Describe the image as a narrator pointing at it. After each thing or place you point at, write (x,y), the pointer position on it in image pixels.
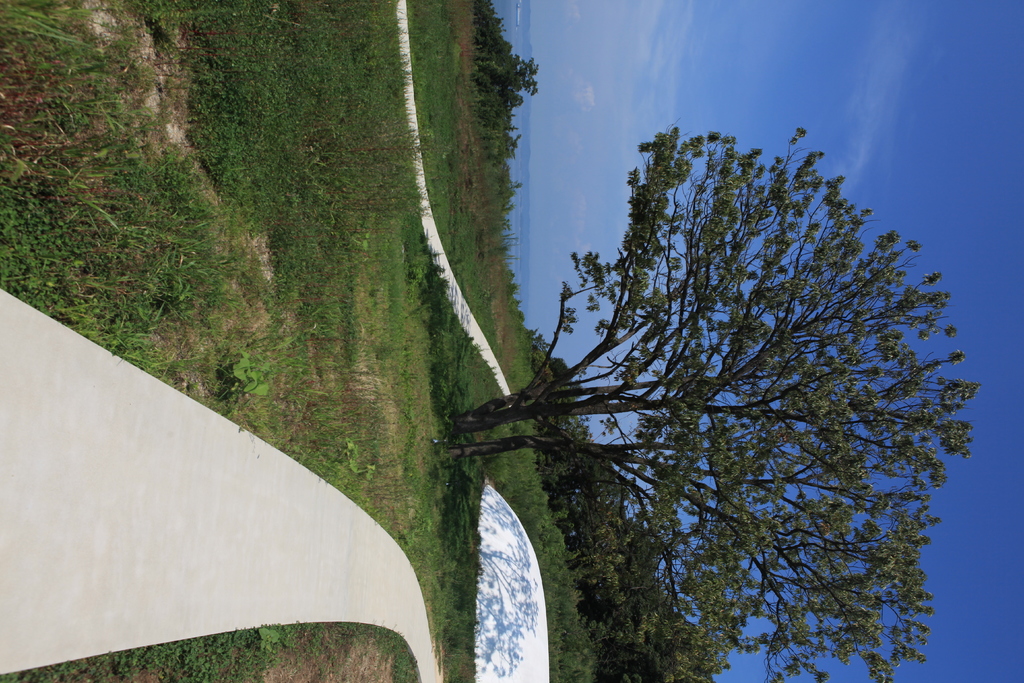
In this image we can see some trees (488,18) and at the background of the image (823,30) there is clear sky (969,102).
